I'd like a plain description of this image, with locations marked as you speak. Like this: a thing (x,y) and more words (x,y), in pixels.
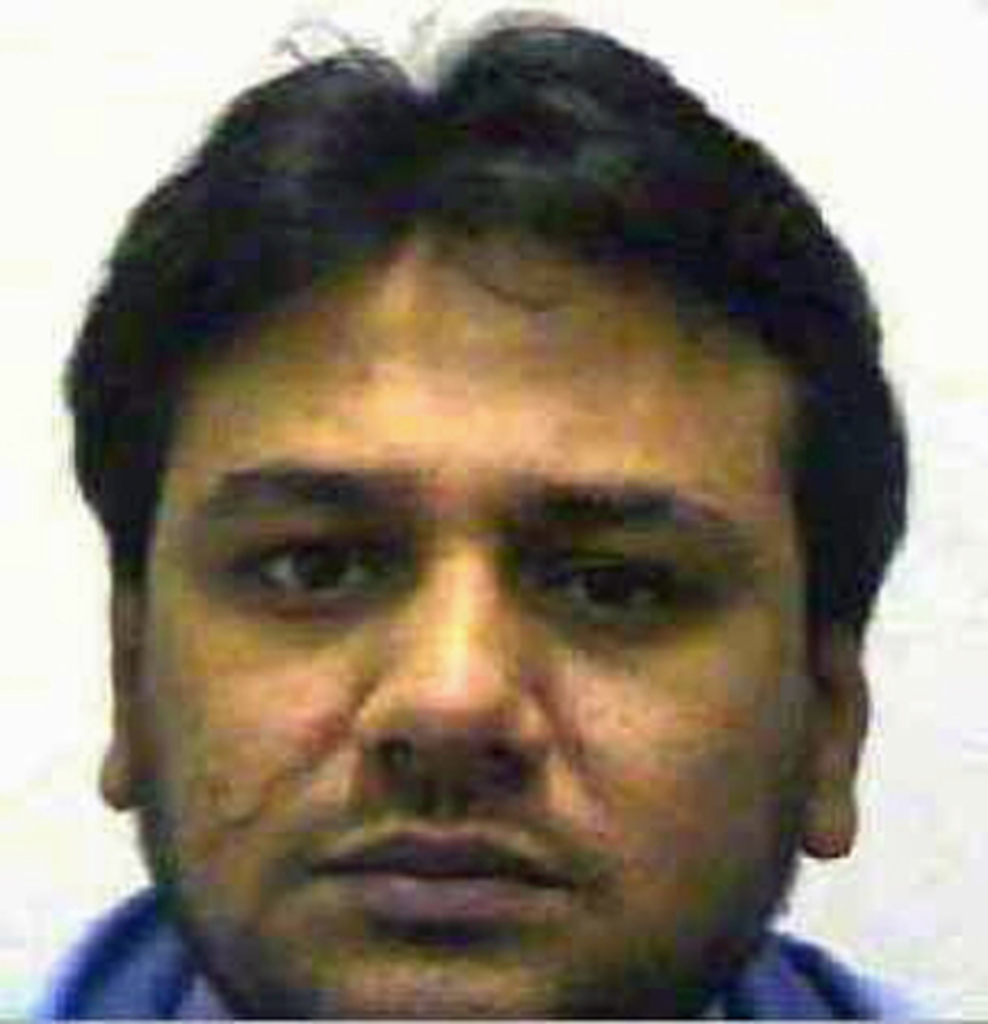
This is a close up image of a man (490,705) wearing clothes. The background (961,223) is white.
